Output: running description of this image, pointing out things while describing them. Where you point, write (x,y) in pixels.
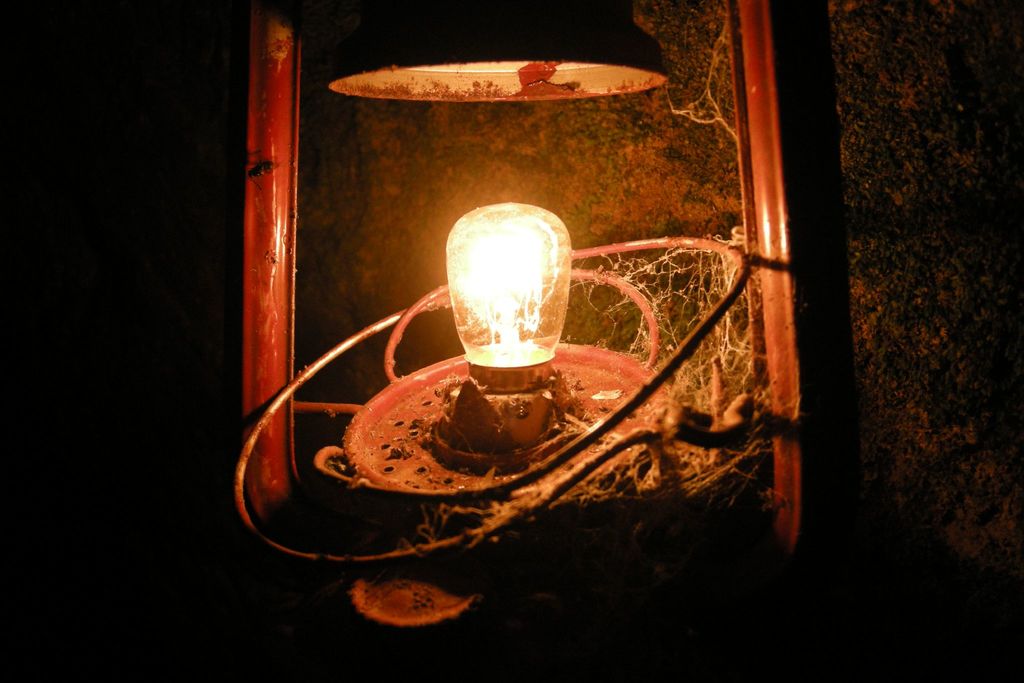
In the center of the image (661,416) we can see a lantern (611,422). In the background (937,355) there is a wall (150,358).
